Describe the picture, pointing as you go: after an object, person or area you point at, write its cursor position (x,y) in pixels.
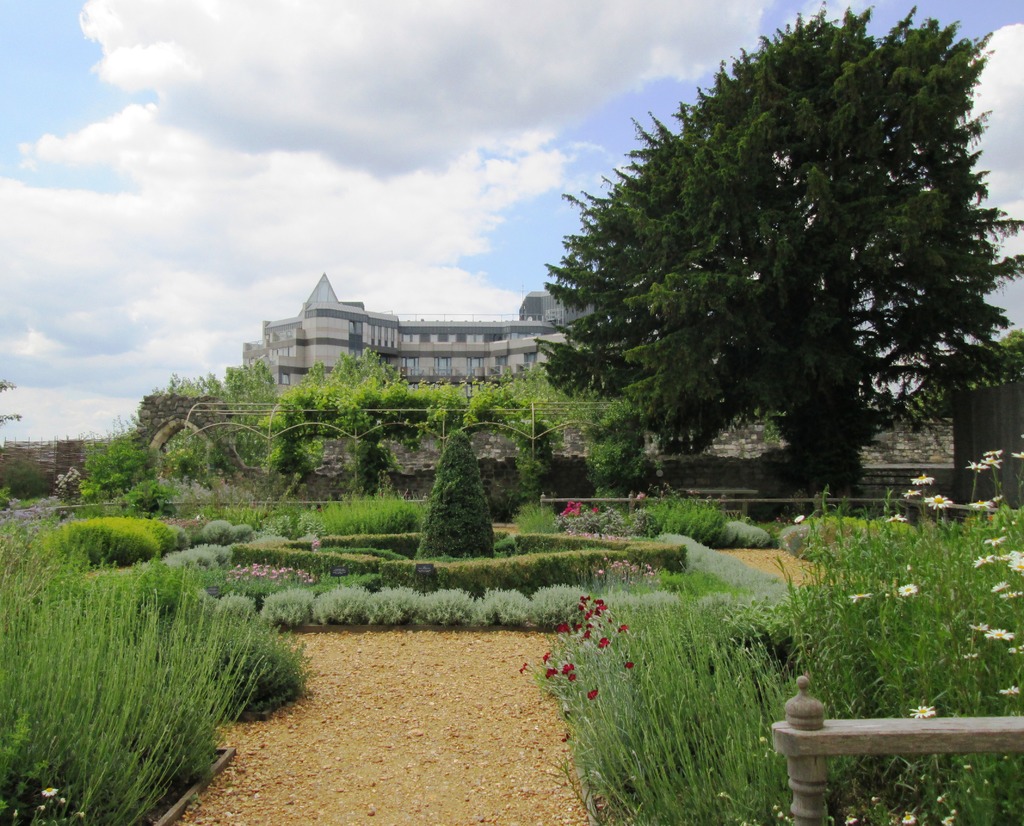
In this image we can see grass (951,710), fence (865,749), shrubs (601,561), trees (238,395), stone wall (738,443), building (296,378) and the sky (184,131) with clouds (451,128) in the background (416,168).
